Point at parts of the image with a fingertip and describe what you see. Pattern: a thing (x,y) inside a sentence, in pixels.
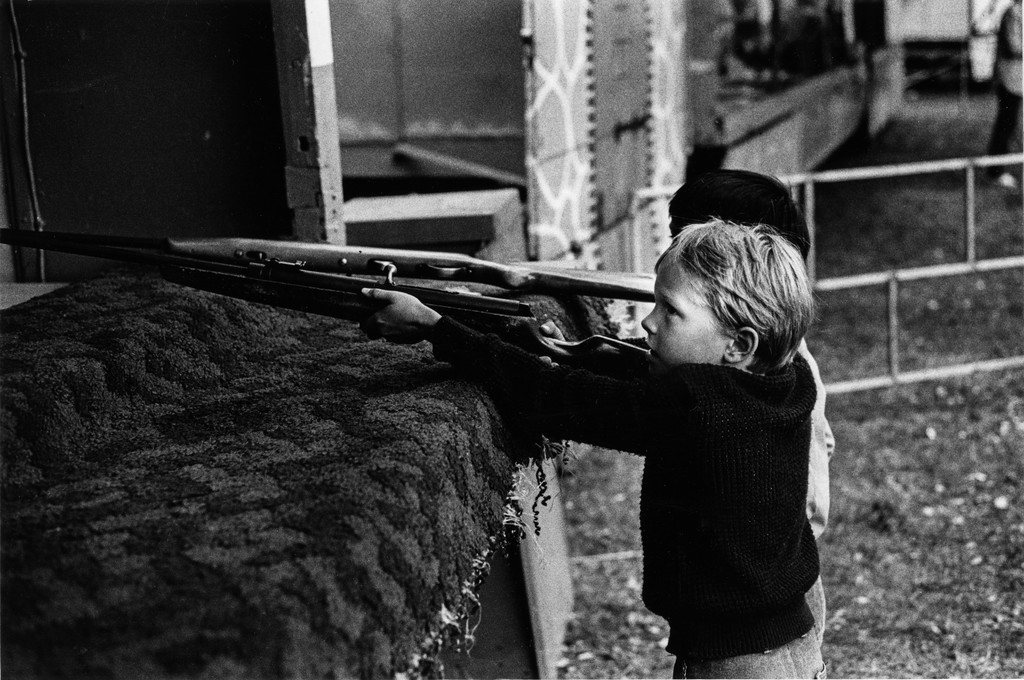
This is a black and white image where we can see two children (781,420) are holding weapons (560,349) in the hands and standing on the ground (920,560). Here we can see the table (350,541). The background of the image (889,178) is slightly blurred, where we can see the fence (956,373).
